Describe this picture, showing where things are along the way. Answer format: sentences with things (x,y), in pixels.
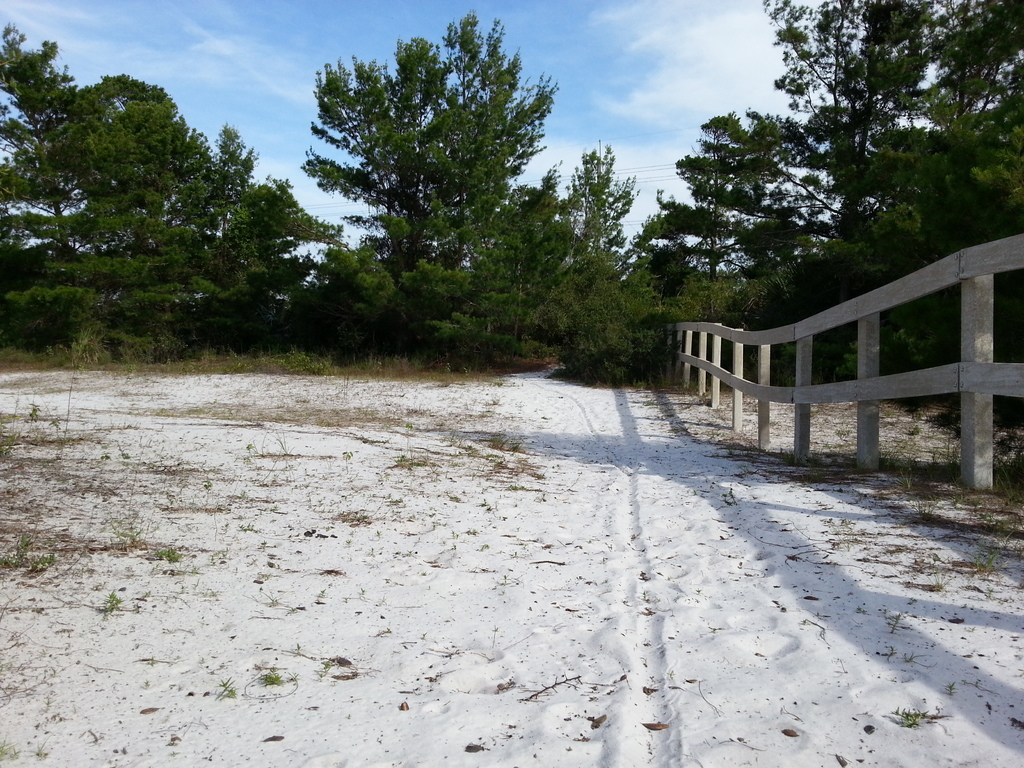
In this image we can see a wooden fence (876,357) in the sand (547,463) and in the background (695,193) there are few trees (537,258) and the sky (574,75) with clouds (668,59).
